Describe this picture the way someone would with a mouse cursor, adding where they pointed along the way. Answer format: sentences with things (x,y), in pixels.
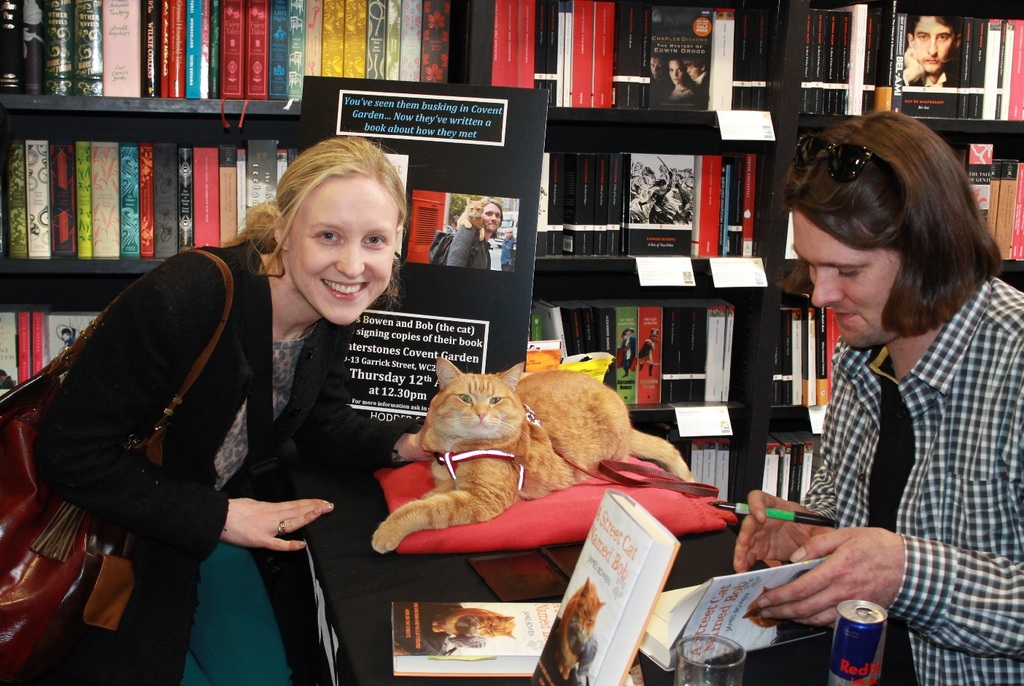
This woman (166,405) wore black jacket (114,334), bag (53,502) and smiling. In-front of this woman (190,586) there is a table (334,611), on this table (352,620) there is a card (511,343), cat (585,466), book (579,578), glass (712,669) and tin (874,666). This man (917,525) is holding a book (777,585) and pen (818,518). This rack (89,140) is filled with books (666,333).
